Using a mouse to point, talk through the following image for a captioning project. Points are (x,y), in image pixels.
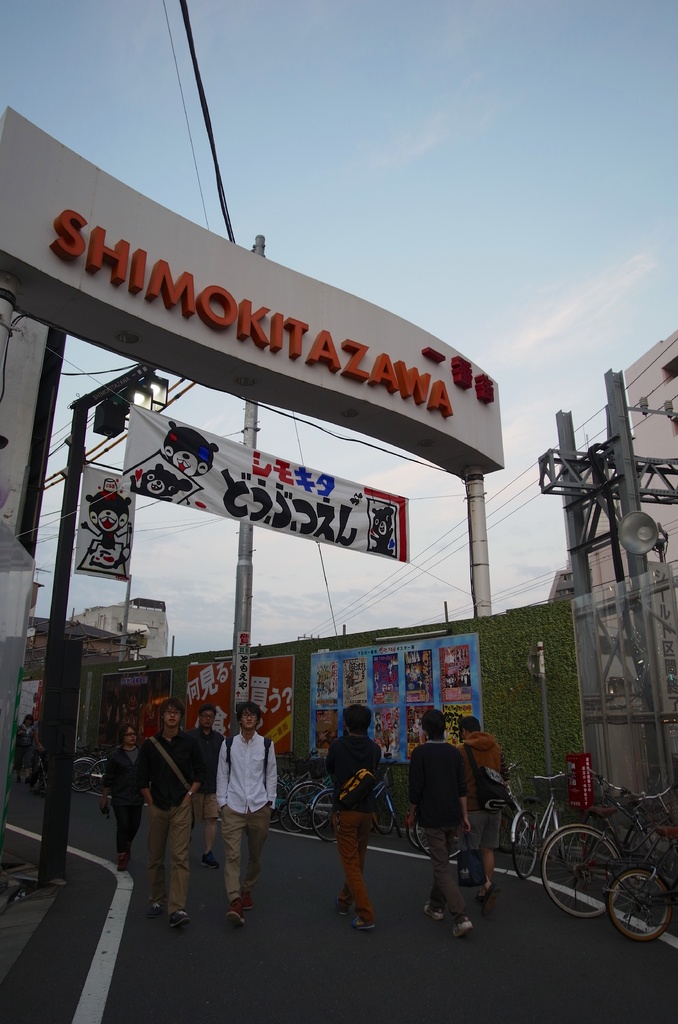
In the image we can see there are people (179,763) walking. They are wearing clothes (252,763) and shoes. We can see there are even bicycles (565,860). Here we can see pole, board (479,448), electric wires (512,500), building (659,423) and cloudy pale blue sky (529,257).
